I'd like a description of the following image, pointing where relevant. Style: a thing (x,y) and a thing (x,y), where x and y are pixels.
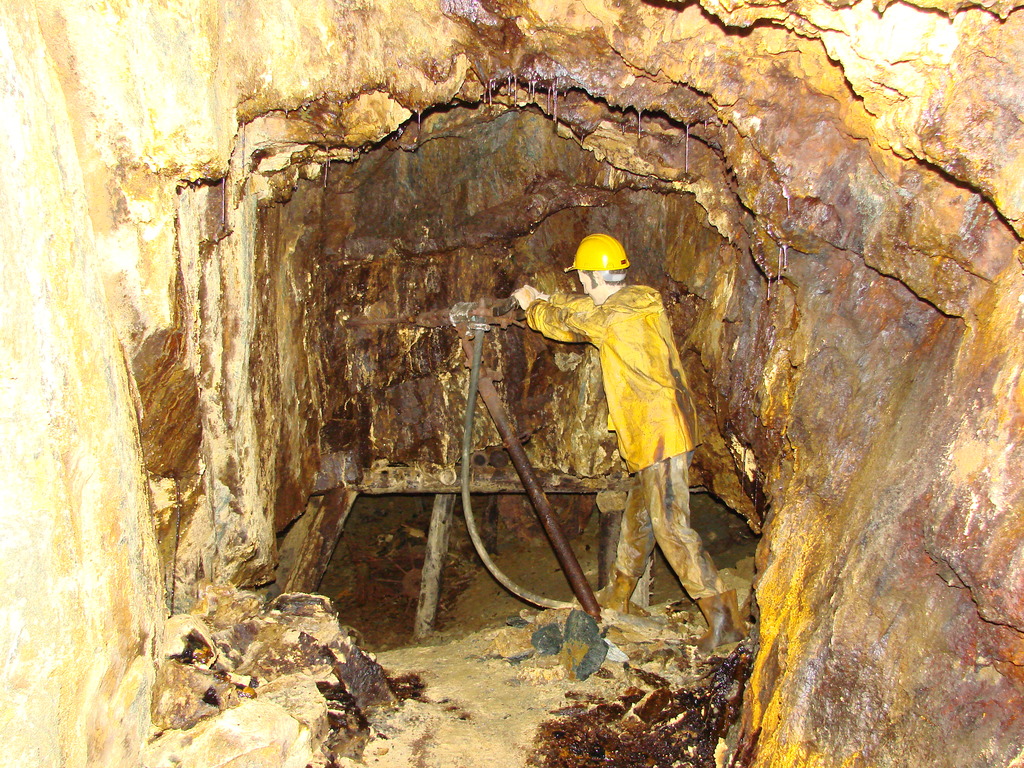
In this is an edited image. In this image we can see a person (616,600) standing inside a cave (515,515) holding a machine (470,410). We can also see some stones (589,702) on the ground (449,694).
